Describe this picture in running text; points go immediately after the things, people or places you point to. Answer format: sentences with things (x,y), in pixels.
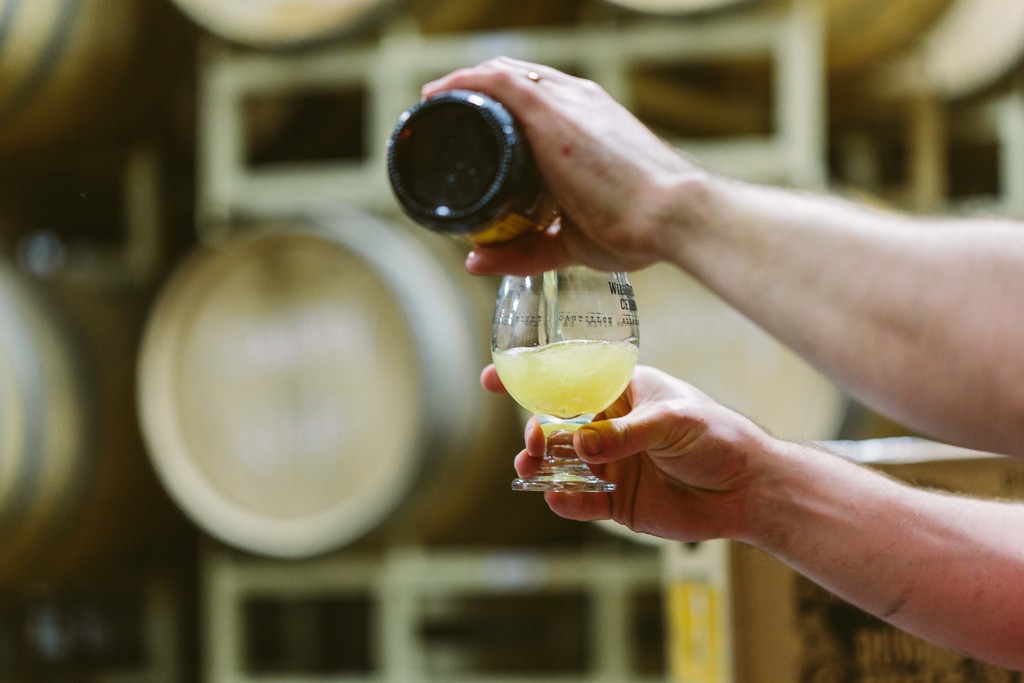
In this picture I can observe two human hands (607,461) holding a glass (563,354) and pouring drink (553,304) into the glass (544,323). The background (380,338) is blurred.
